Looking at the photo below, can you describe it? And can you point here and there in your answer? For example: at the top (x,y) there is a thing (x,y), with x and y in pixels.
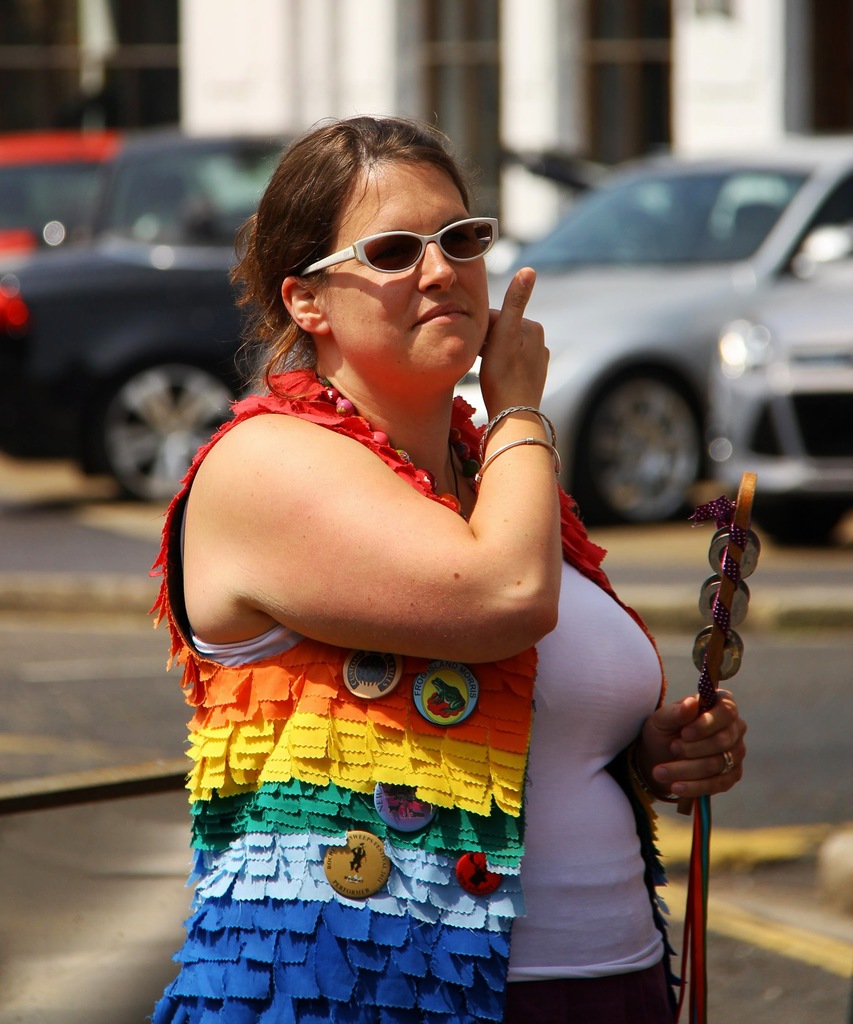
This picture is clicked outside. In the foreground (487,532) there is a woman (441,643) holding an object (722,576) and seems to be walking. In the background (764,281) we can see the building (448,29) and the cars (28,288).
